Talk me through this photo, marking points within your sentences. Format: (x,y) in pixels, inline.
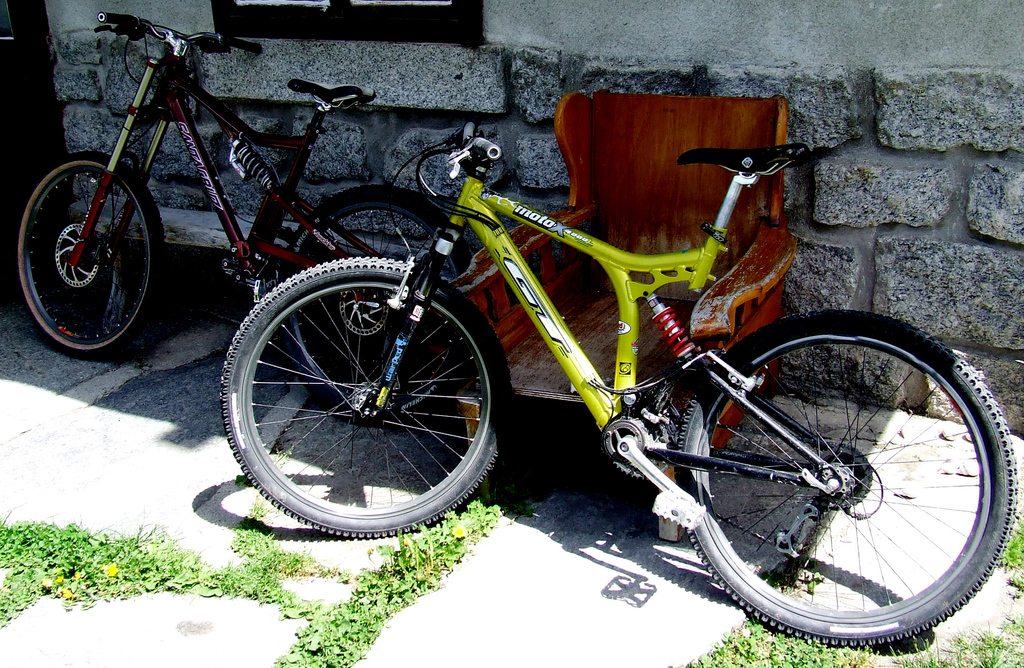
In this image in front (440,243) there are two cycles (717,538) and a chair (608,158). Behind them there is a wall (457,60). Beside the wall (438,59) there is a door (48,132). At the bottom (10,613) there is grass (351,581) on the surface (665,597).
